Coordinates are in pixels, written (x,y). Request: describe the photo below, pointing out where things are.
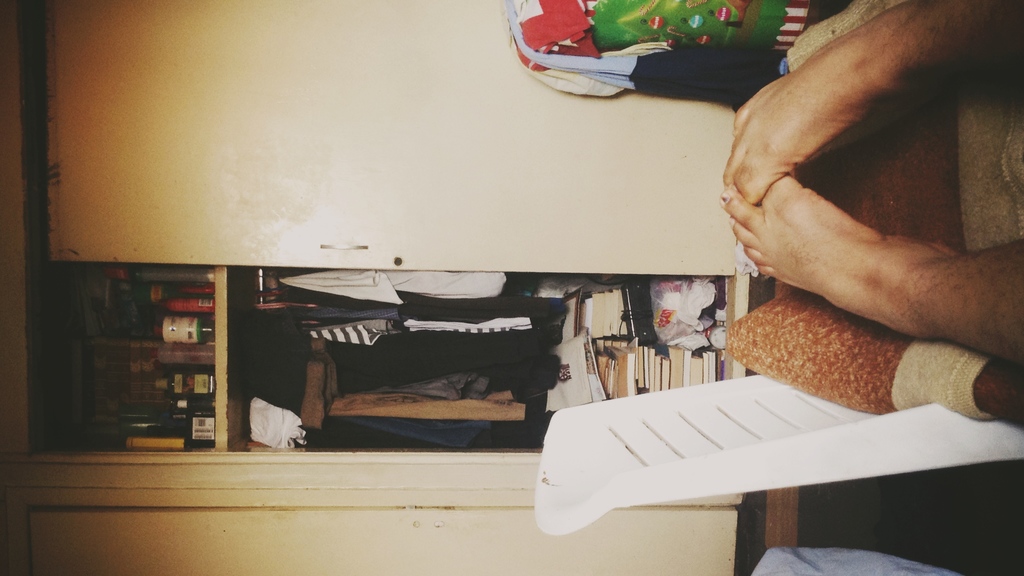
In this image I can see a person's legs (838,239), chair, clothes (774,346), cupboard (686,214) and objects (630,378). Inside the cupboard (392,157) there are clothes (355,369), boxes (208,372), bottles (178,386) and objects (692,314).
